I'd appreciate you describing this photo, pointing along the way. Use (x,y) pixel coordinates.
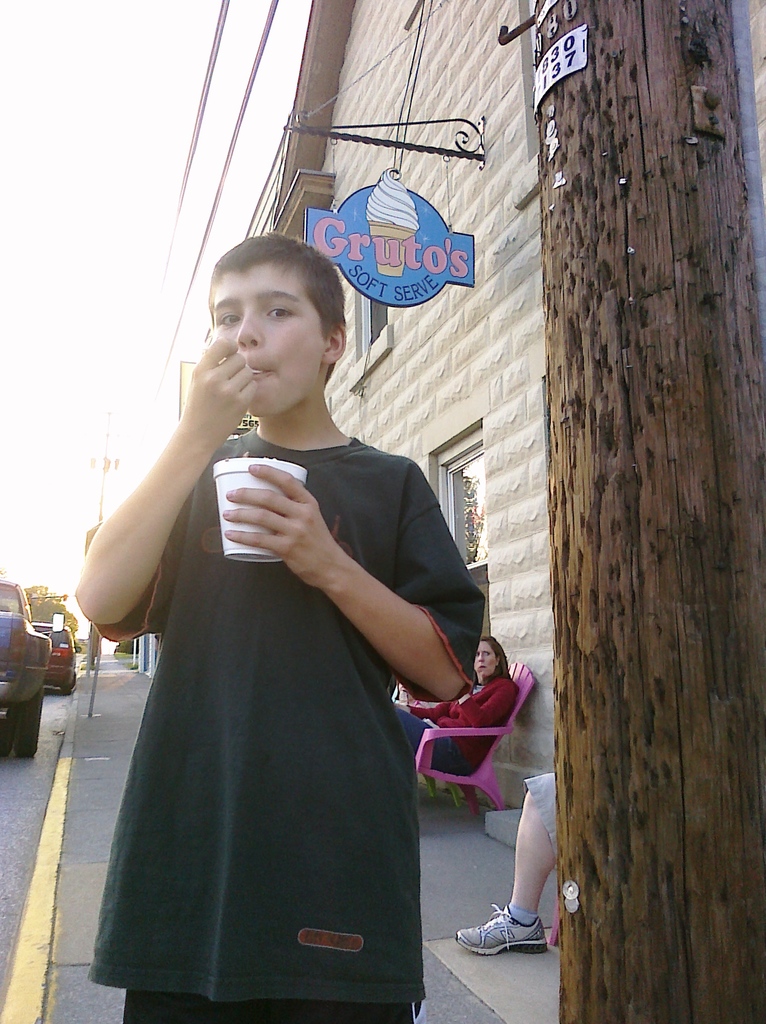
In this image on the left side (29,657) I can see the vehicles (27,677) on the road (21,773). I can see some people (369,738). On the right side (694,492), I can see it looks like a tree (651,328) some text (579,51) written on it. I can also a board (395,213) hanging on the wall (483,92).
